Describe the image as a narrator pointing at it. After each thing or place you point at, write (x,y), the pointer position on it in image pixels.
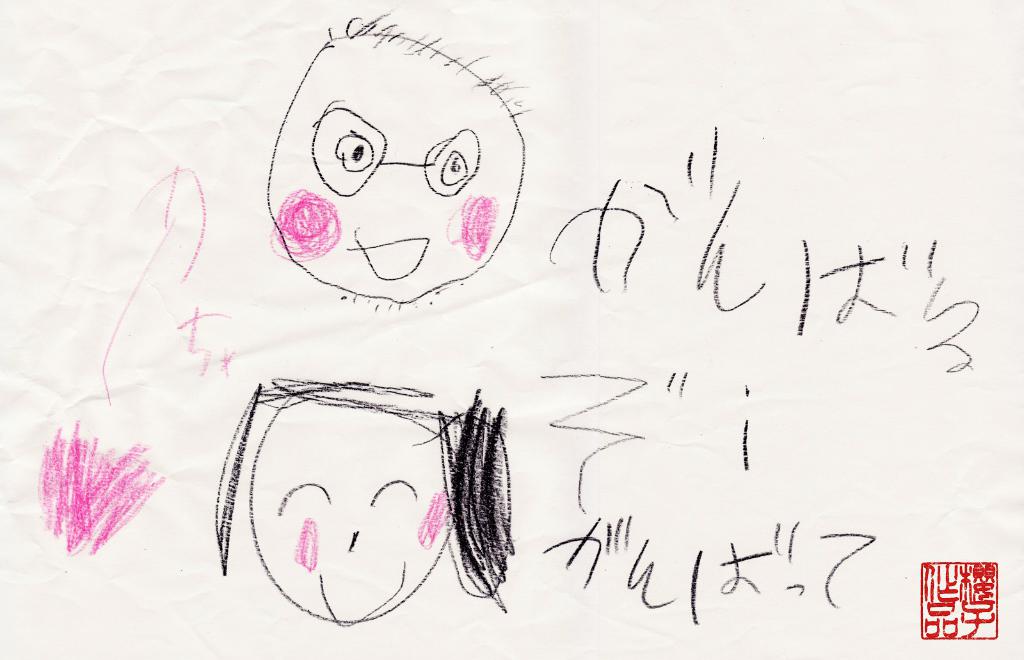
In this picture there is a paper (519,328) on which we can observe sketches (378,257). There is a sketch (324,167) of a boy (398,292) and a girl (396,498). We can observe black and pink colors on the paper (371,547).
